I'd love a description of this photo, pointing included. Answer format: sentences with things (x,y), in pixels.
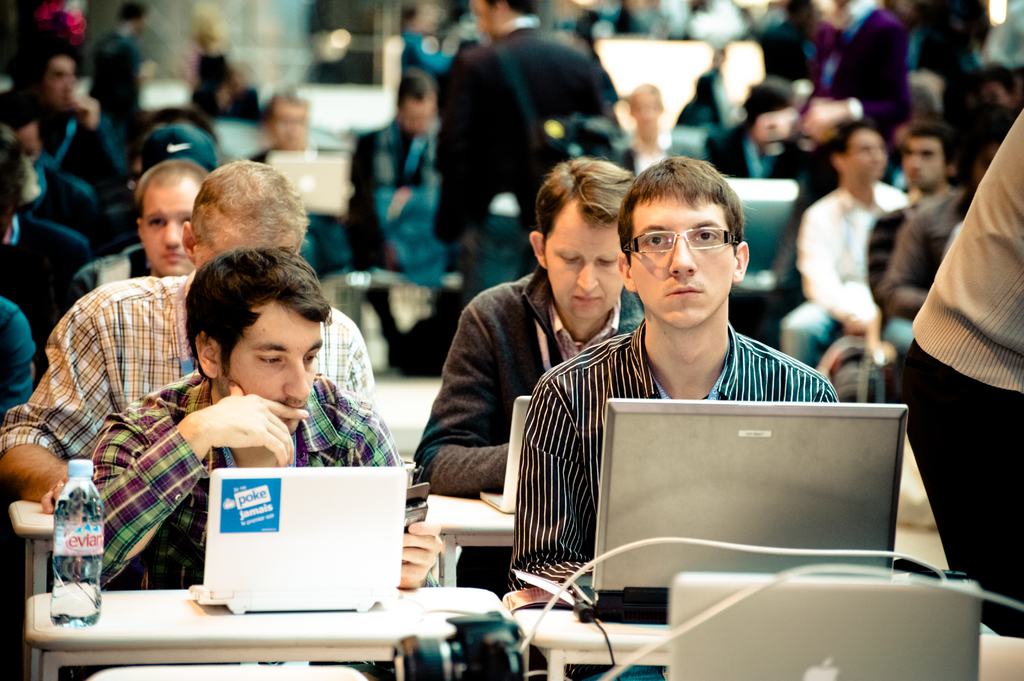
In the center of the image (528,344) we can see a few people (747,353) are sitting. Among them, we can see a few people (696,379) are holding some objects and one person (697,252) is wearing glasses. In front of them, we can see tables (478,523). On the tables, we can see laptops (634,586), one water bottle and a few other objects (401,639). On the right side of the image (988,355), we can see one person (988,400) is standing. In the background (798,61) we can see a few people (548,66) are standing, few people (67,99) are sitting, few people (58,110) are holding some objects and a few other objects (758,191).
